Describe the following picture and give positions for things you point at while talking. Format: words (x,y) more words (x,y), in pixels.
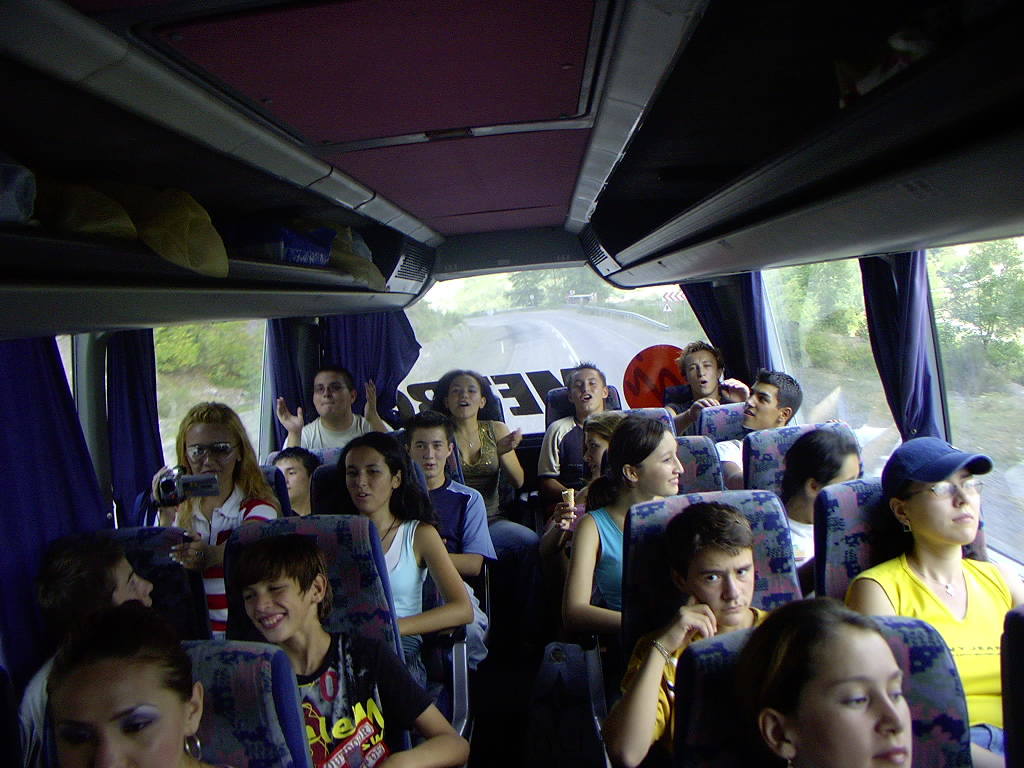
In this image we can see group of person (291,452) sitting on the chairs (924,672) in the bus (878,380). In the background (983,293) we can see road (521,394) and trees (804,278).
